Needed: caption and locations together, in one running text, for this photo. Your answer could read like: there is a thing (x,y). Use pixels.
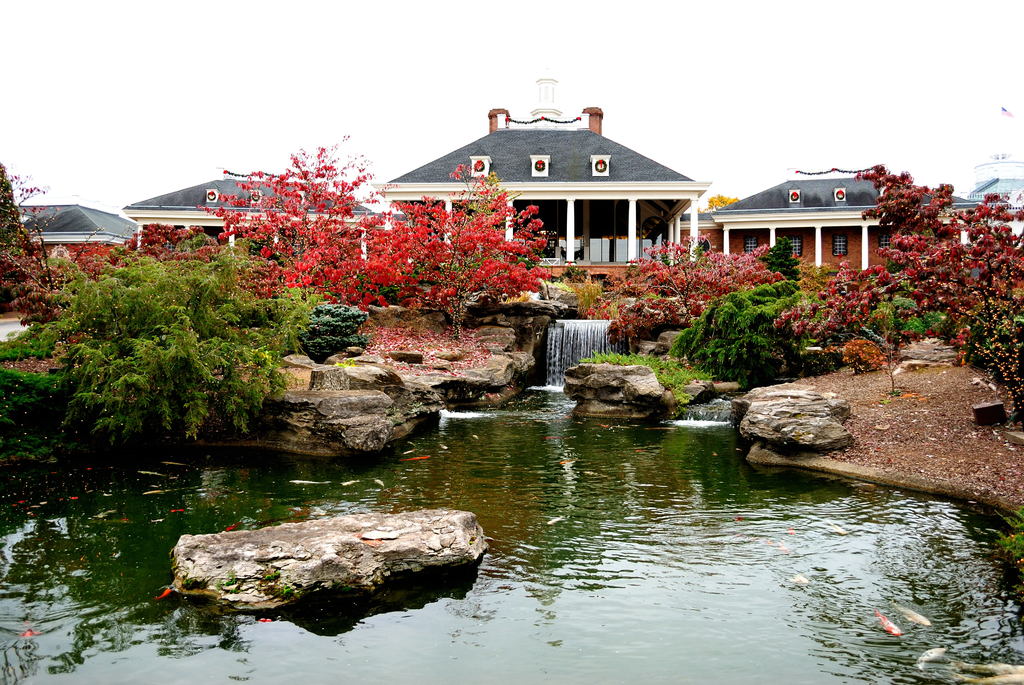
In the center of the image (532,308) we can see plants (323,266), rocks (386,382), water (557,360) are present. In the background of the image (573,211) building (809,182) are there. At the top of the image (706,64) sky (653,68) is present.
